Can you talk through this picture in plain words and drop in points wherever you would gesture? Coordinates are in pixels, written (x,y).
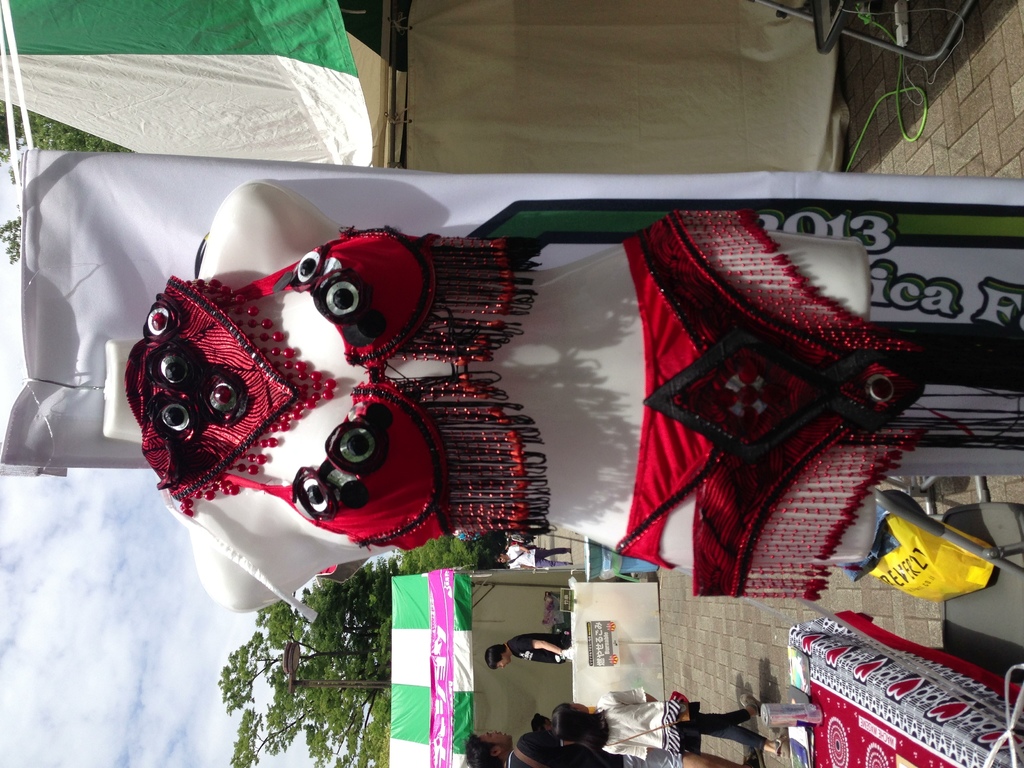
In this image, we can see costumes (404,438) on a mannequin (393,377). At the bottom (802,633), we can see few people (614,748), tent (520,686), walkway (732,655) and few objects (788,686). Top of the image (919,33), we can see chairs (828,46), ropes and few things (949,228). On the left side (308,732) background, we can see trees (312,748) and cloudy sky (190,658).
